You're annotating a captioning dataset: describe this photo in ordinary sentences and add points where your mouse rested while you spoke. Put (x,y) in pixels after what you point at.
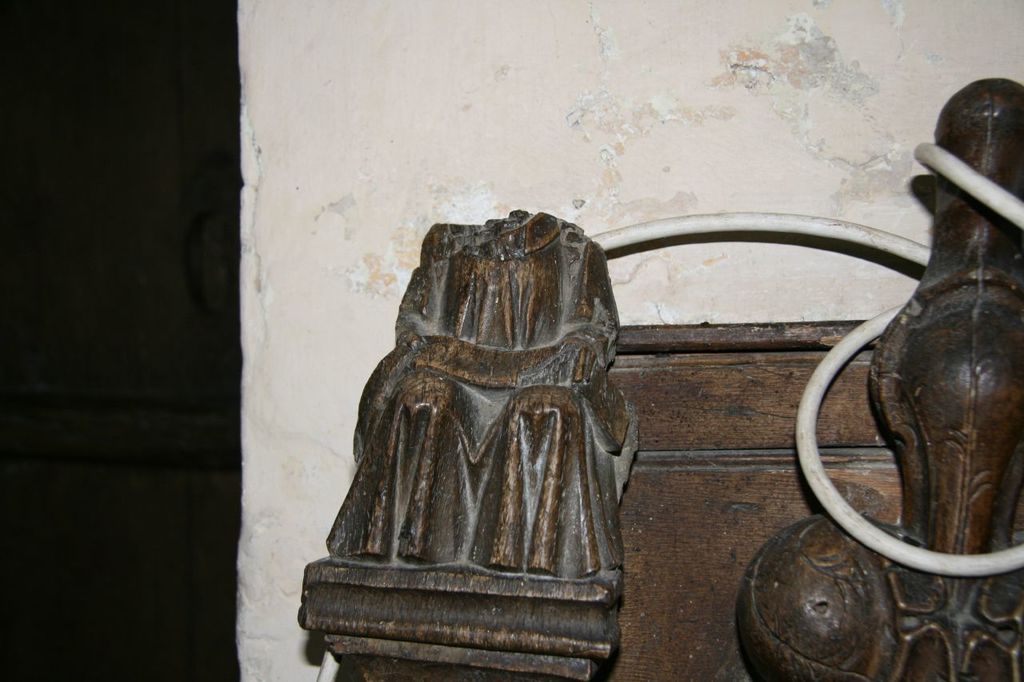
In the front of the image (572,404) there are wooden objects (464,355). In the background of the image (498,201) there is a wall (450,140).
